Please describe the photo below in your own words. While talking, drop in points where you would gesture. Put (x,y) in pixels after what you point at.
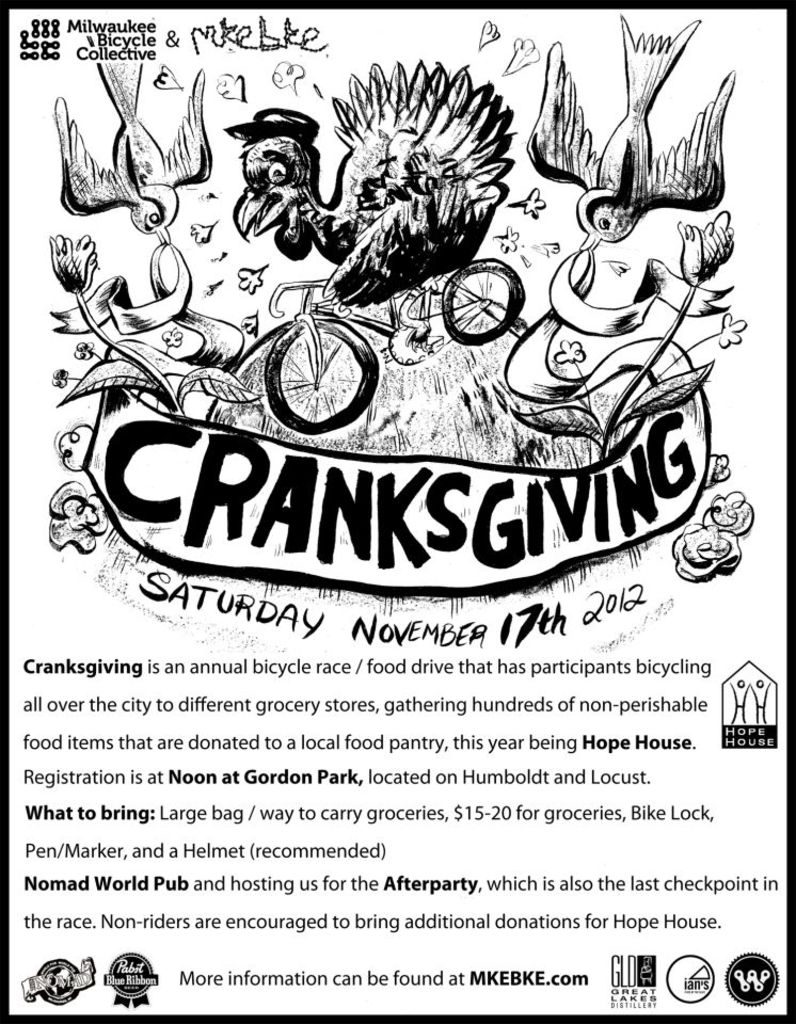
In this picture I can see a poster (426,328) on which I can see the depiction of birds (456,176), a cycle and 2 flowers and I can see something is written on the bottom of this picture (308,758) and I can see the logos (141,955).
